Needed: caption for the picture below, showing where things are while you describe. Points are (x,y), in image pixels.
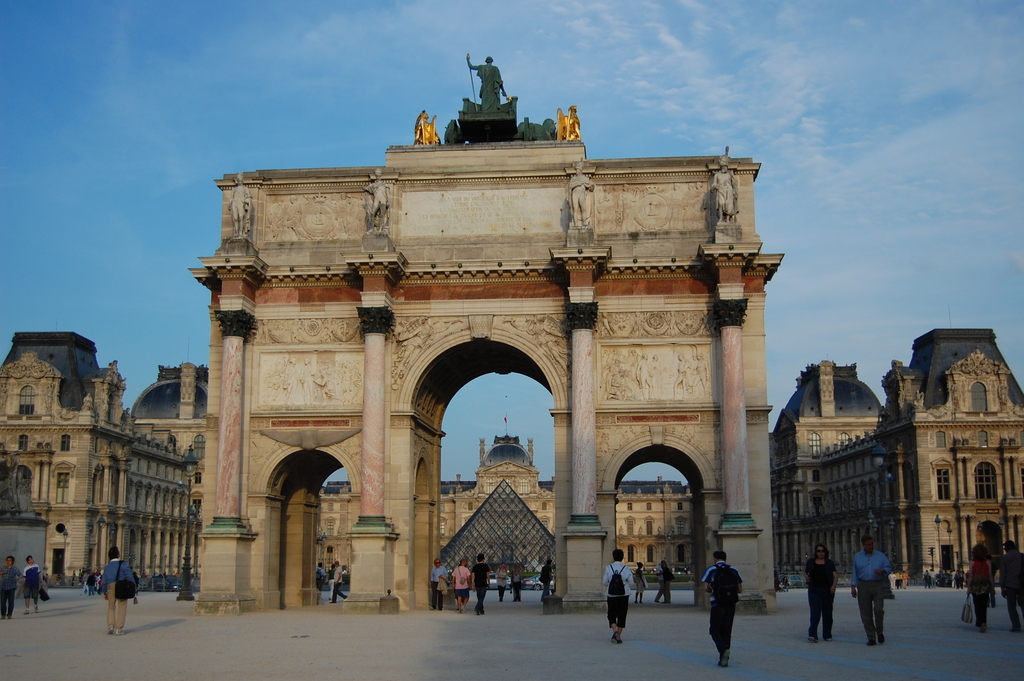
In this picture I can see buildings (529,445) and here I can see statues (497,122) on the building (486,329). I can see people (1018,624) on the ground (451,622) among them some carrying bags (614,575). In the background (596,94) I can see the sky (615,108).
